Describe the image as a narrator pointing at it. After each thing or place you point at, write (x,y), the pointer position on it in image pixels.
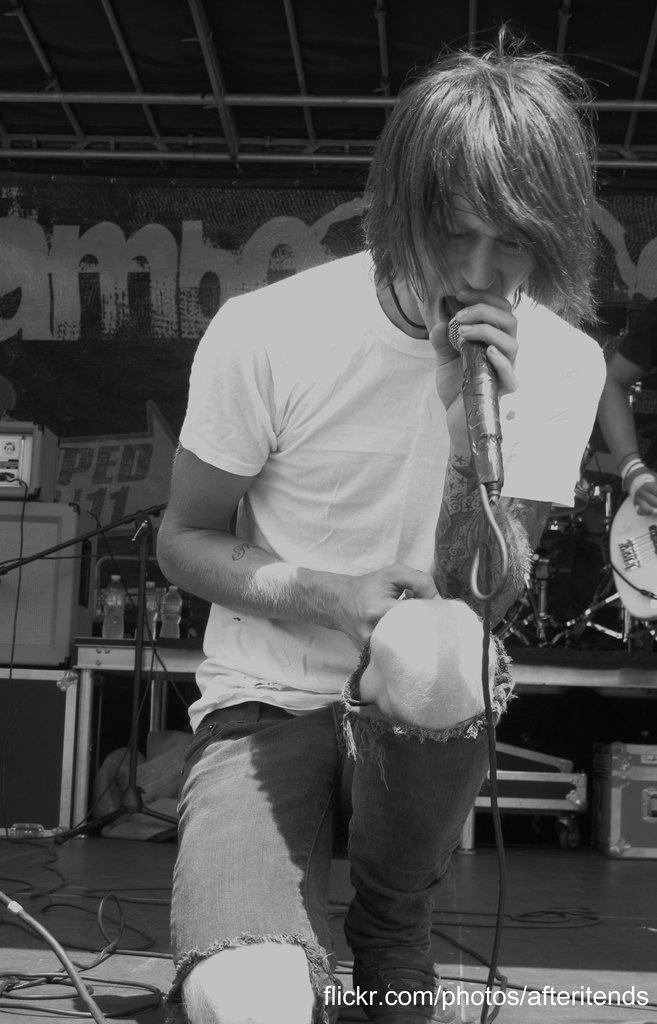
In this image I can see a person (242,611) holding a mic (495,470). In the background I can see few musical instruments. At the top (258,158) I can see few rods (367,157).
